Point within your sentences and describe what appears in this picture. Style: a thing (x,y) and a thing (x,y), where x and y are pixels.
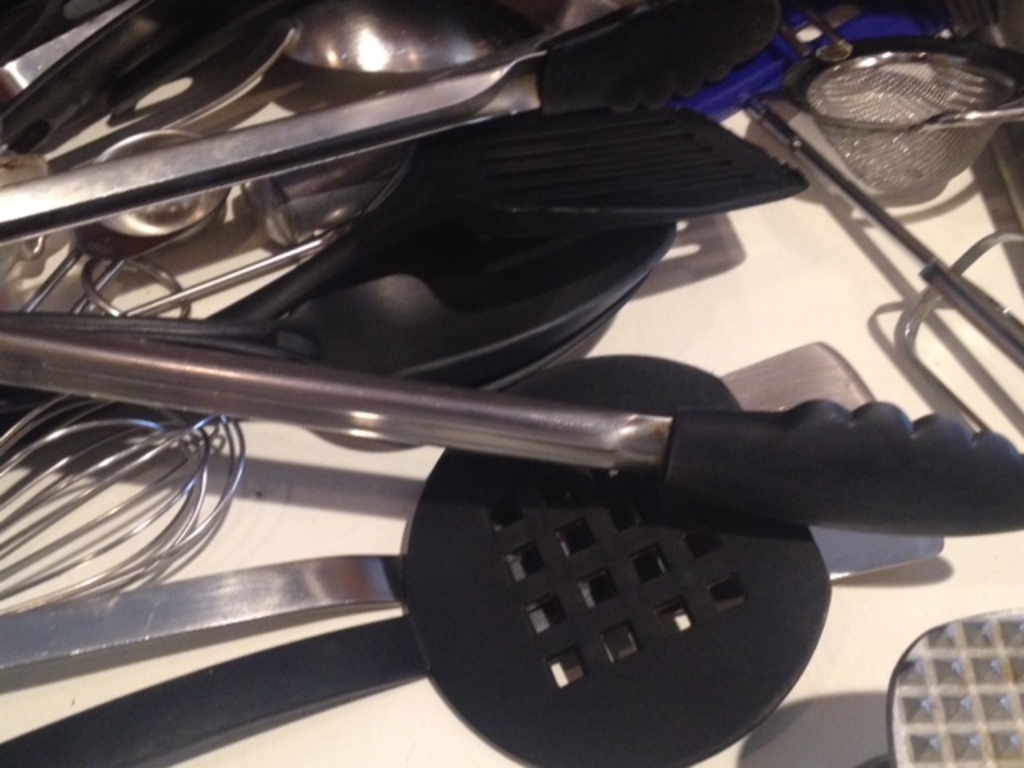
In this image I can see many utensils (458,242) and spoons (570,301). These spoons (619,544) are in black color. These are on the white color surface (380,747).
